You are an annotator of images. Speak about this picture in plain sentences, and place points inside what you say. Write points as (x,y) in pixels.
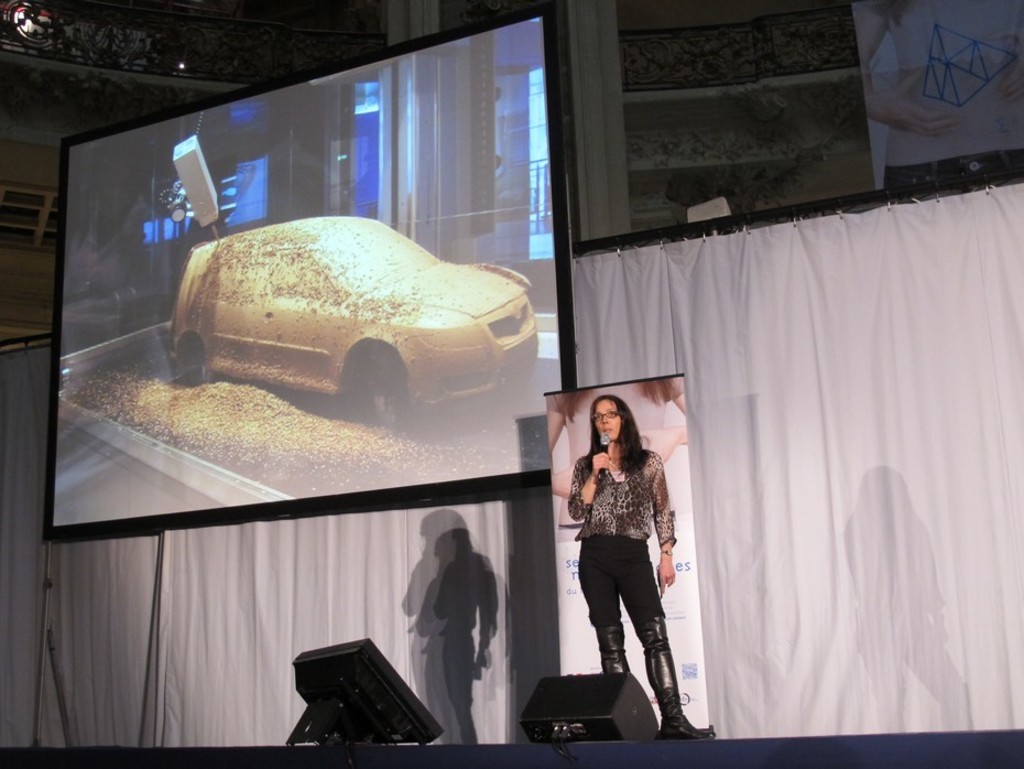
In the center of the image (598,485) we can see a lady (616,489) is standing and holding a mic (605,442) and wearing spectacles (611,416). In the background of the image (458,403) we can see a board (667,423), screen (407,106), curtain (785,302), wall (710,160). At the bottom of the image (448,760) we can see the stage (436,744), on the stage (464,757) we can see a monitor (396,693) and a speaker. At the top of the image (288,47) we can see the roof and lights (27,23).
